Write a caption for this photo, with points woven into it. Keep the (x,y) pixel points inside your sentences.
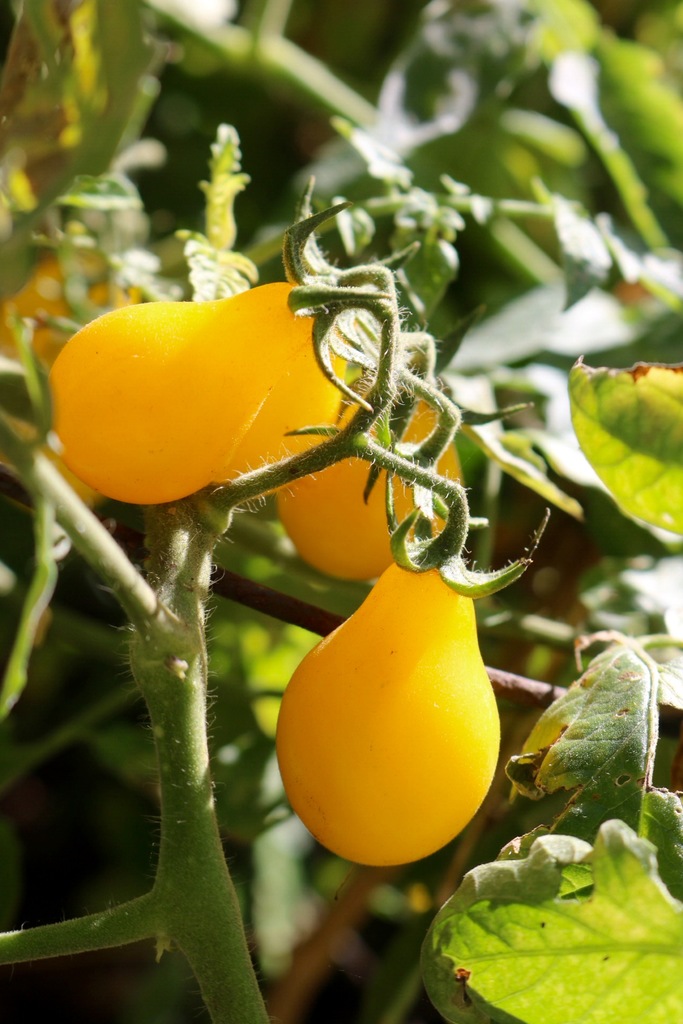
In this image there are some plants (256,733) as we can see at bottom of this image (228,833) and top of this image (447,253) and there are some leaves (590,65) to this plants (562,937) and there are yellow colored fruits (417,615) at middle of this image (364,493).
